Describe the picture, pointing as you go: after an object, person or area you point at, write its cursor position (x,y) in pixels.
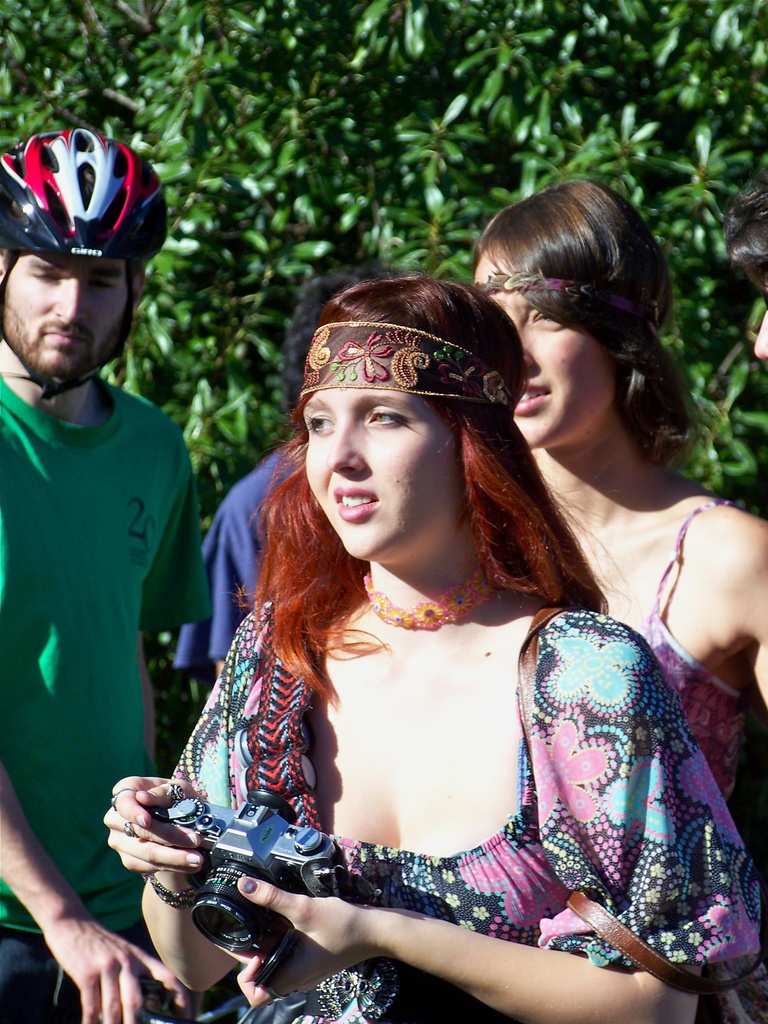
We can see people (240,621) are standing, this woman (434,877) holding camera (273,835) and this man (71,195) wore helmet (109,173). Background (533,121) we can see leaves (513,112).
